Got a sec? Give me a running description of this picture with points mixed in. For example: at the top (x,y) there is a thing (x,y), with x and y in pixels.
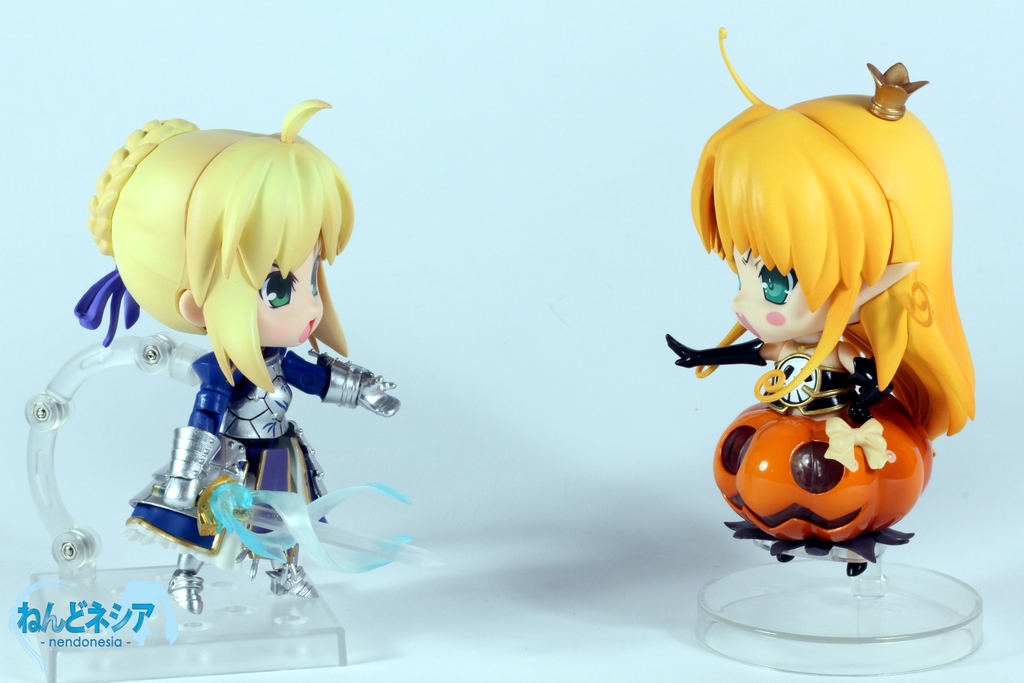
There are two toys (744,516) kept on a white color surface (487,515) as we can see in the middle of this image (360,396), and there is a watermark (116,627) at the bottom left corner of this image (116,635).
